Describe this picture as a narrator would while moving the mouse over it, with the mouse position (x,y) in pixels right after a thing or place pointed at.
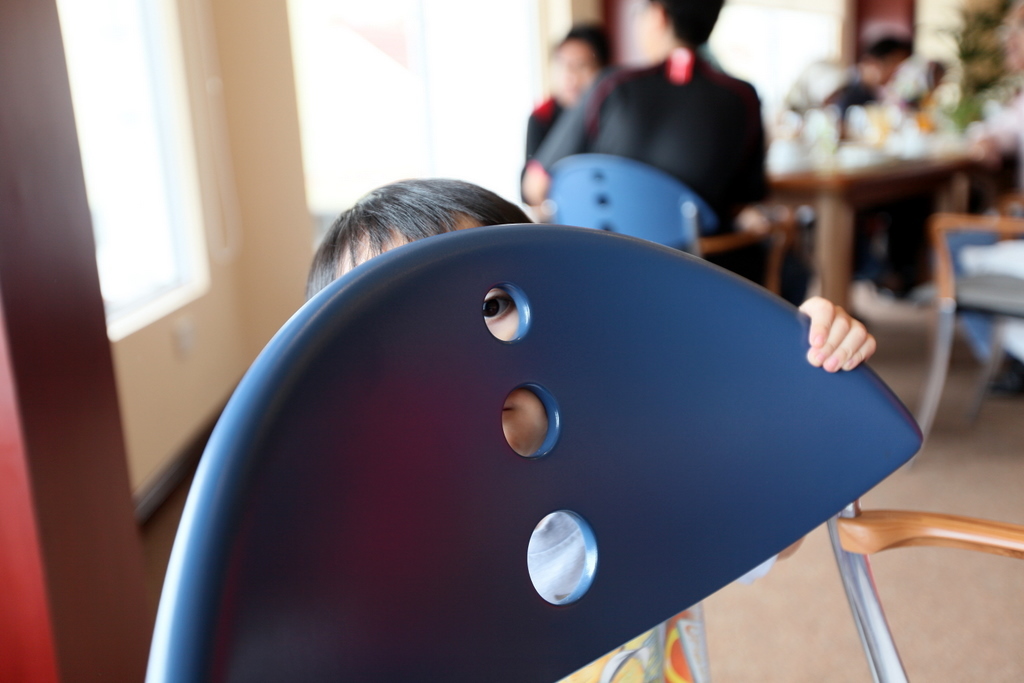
A small child (413,227) is hiding behind a chair (563,506). In the background (633,191) there are some persons (648,96), table (924,153), chair (620,177), wall (604,1) and windows (342,109).
